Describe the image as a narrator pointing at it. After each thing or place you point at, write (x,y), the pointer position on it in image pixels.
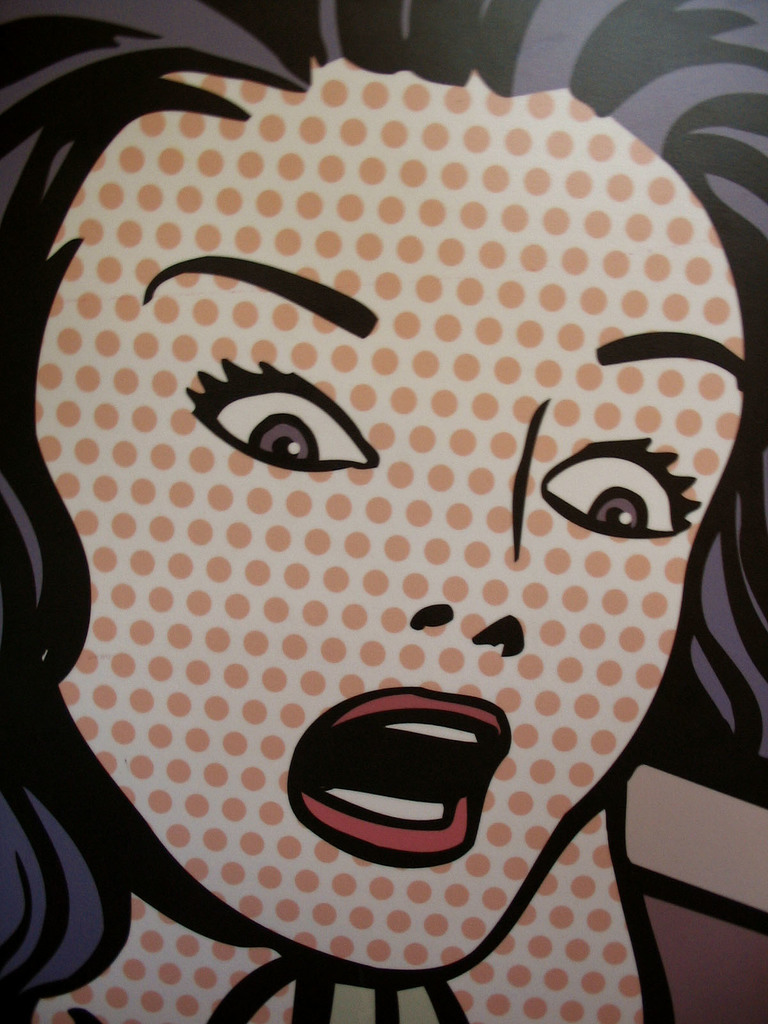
In this picture we can see a poster (471,833) of a woman (607,820). On the top (717,44) we can see her hair (717,44).
